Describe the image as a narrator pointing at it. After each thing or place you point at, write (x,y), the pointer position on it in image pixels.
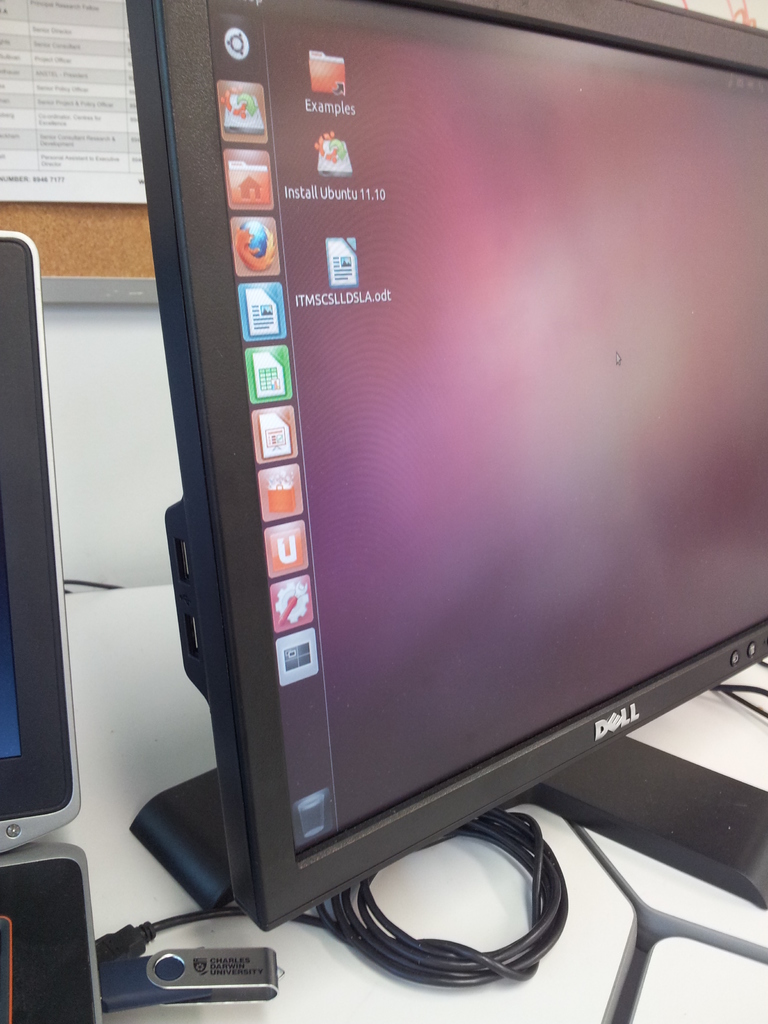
In this image we can see a monitor (317,750). A pen drive (117,966) and a wire (131,947) connected to it. On the backside (96,285) we can see a board (107,281), papers (92,139) on it and a wall (144,492).
